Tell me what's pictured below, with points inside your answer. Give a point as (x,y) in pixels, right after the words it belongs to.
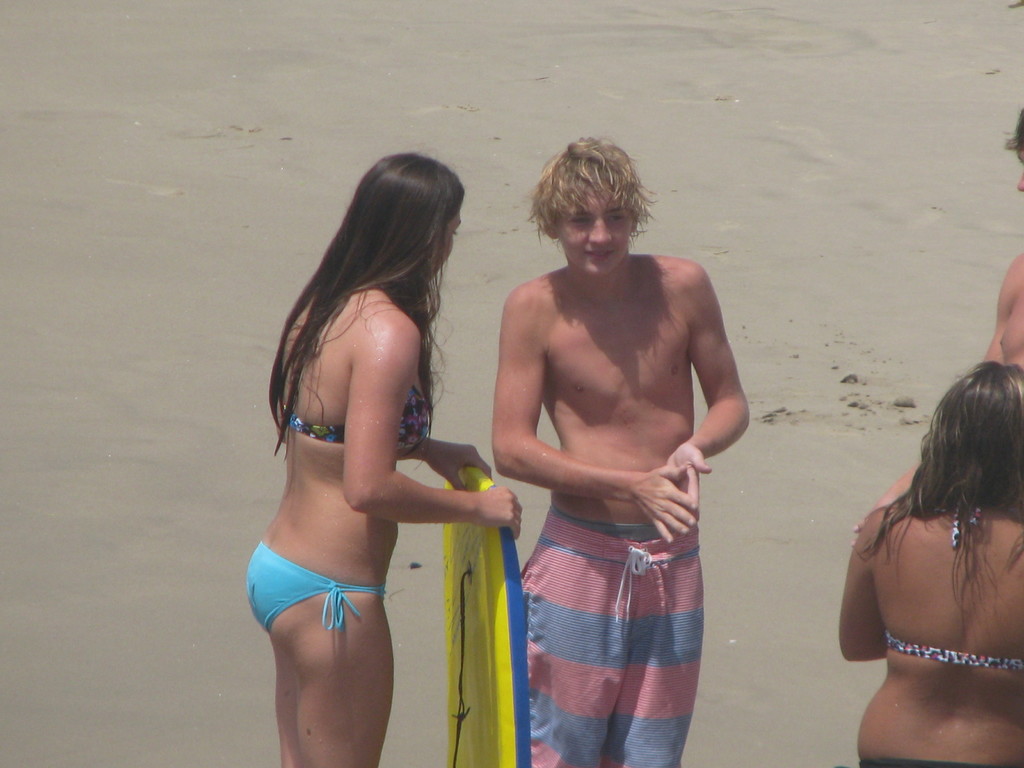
In this picture, we can see a few people (439,512), and among them a lady (454,516) is holding an object (471,715), we can see the ground (502,289).
